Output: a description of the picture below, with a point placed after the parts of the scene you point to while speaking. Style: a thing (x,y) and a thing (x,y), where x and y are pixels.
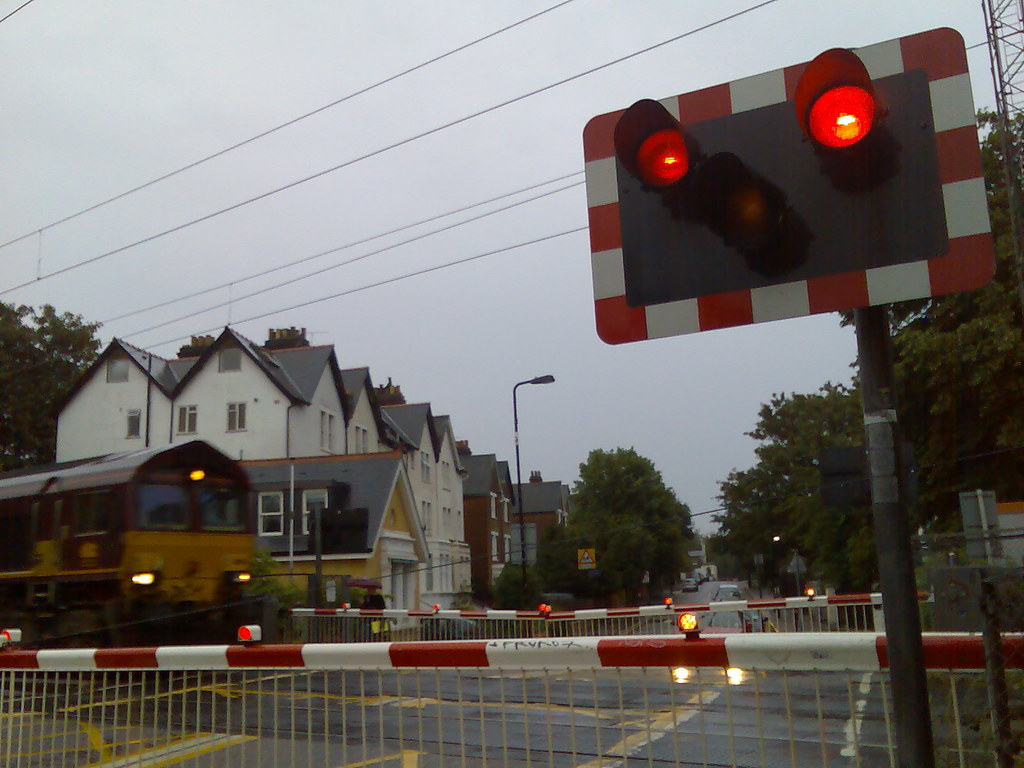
This picture might be taken from outside of the building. In this image, on the right side (899,125), we can see traffic signal (897,140), trees (953,307), electric pole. On the left side (189,617), we can also see a train (135,594), buildings (307,513), trees (13,425), street lights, electric wires (110,319), cars (703,577). On top (397,34) there is a sky (327,287) which is cloudy, at the bottom (685,707) there is a road (525,733).
